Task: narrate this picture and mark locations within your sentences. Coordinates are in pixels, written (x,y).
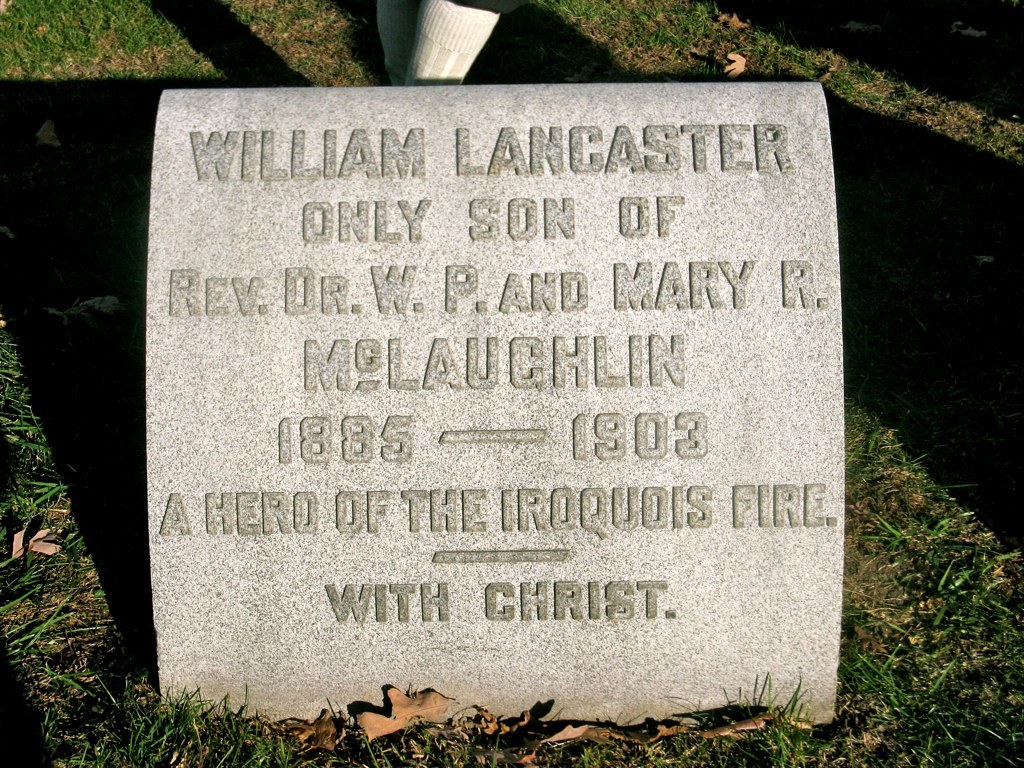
In the center of the image (428,395) we can see the text (573,416) on the stone (515,600) which is on the grass (173,702). In the background (442,57) we can see some person's legs (421,34) with socks (423,39). We can also see the dried leaves (405,721).
